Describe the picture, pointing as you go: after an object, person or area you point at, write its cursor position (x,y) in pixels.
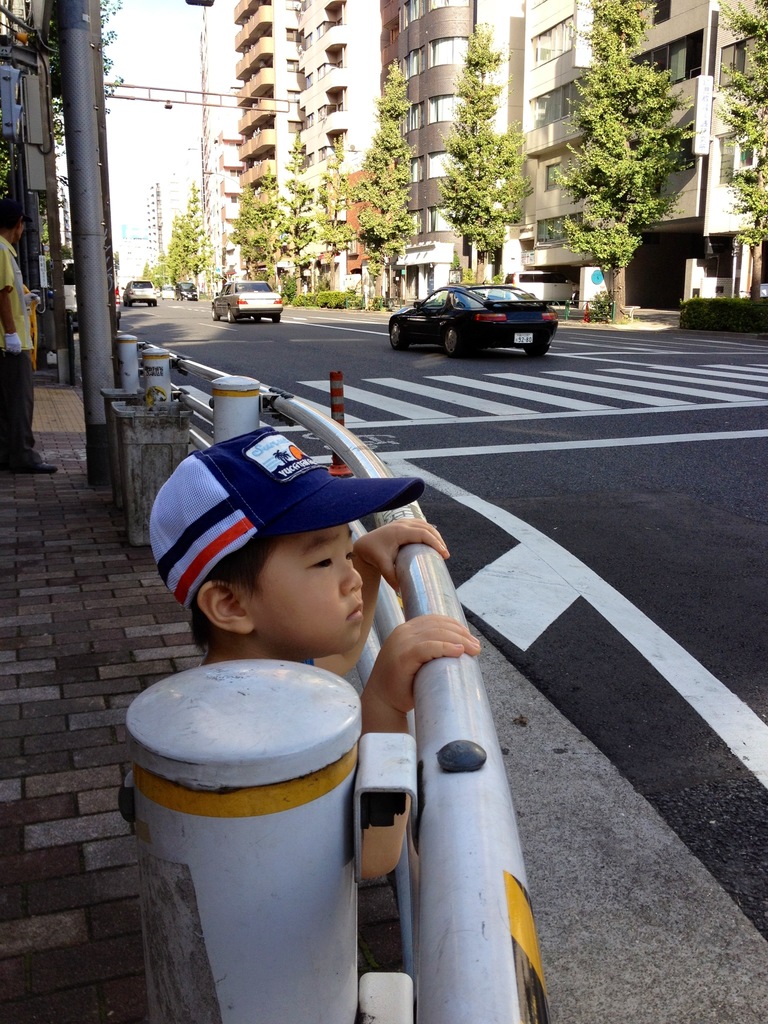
In this image we can see some vehicles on the road (540,393). In the background of the image (374,96) there are some trees (766,239), buildings (245,160) and other objects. On the left side of the image (155,596) there are persons (235,518), walkway (88,560), iron objects (208,407) and other objects (87,214). On the right side (672,948) bottom of the image (666,886) there is the road (623,985).
